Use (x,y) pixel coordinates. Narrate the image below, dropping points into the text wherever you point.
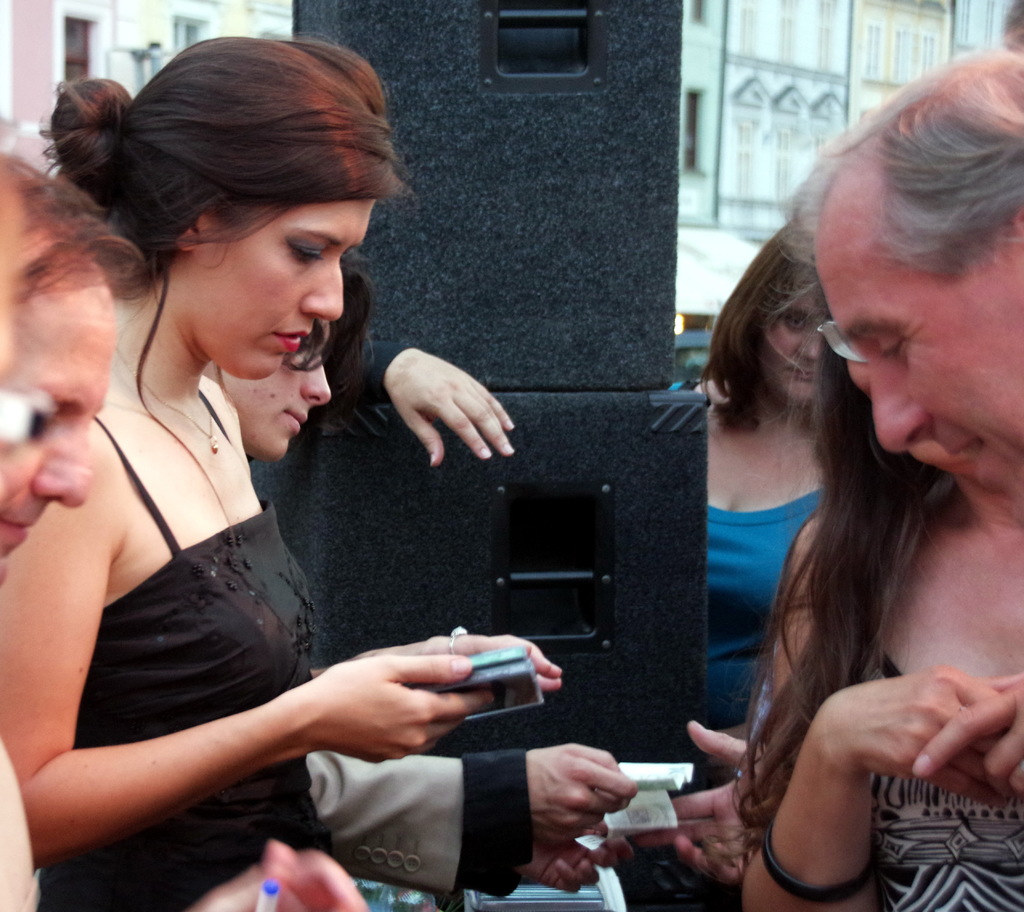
This picture shows few people (911,337) standing and we see a woman (442,721) holding CD cases (483,655) in her hand (420,717) and we see a man (513,855) taking and giving money (659,770) with his hands (570,809) and we see men (895,345) wore a spectacles (833,348) and we see couple of sound boxes (588,374) and couple of buildings (815,21).
